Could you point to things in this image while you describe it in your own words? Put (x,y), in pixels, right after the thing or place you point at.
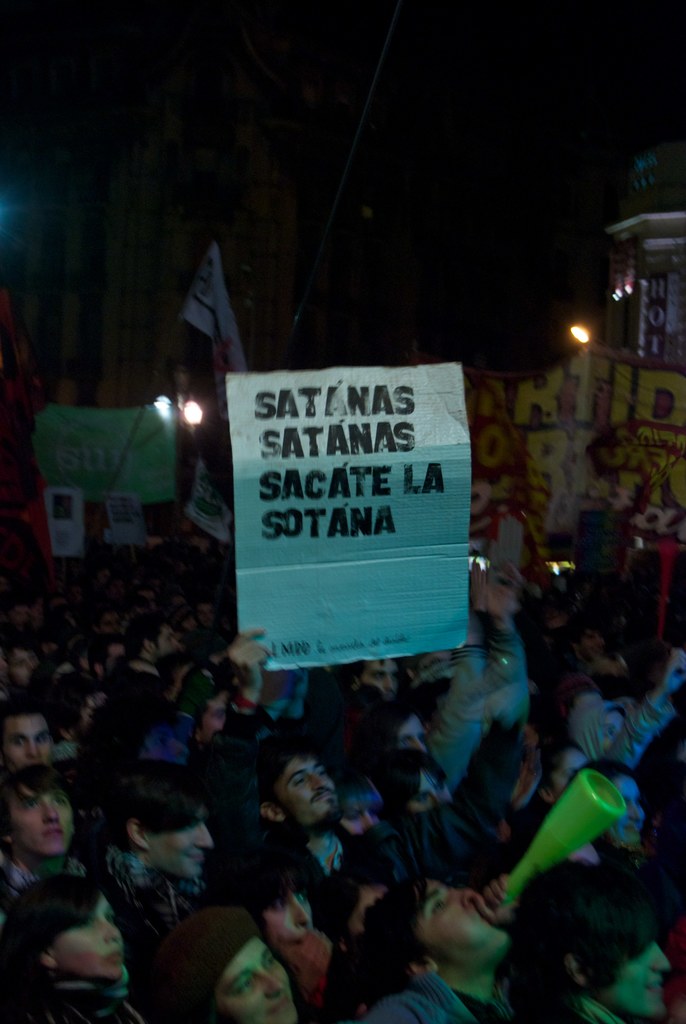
In this image we can see group of persons (317,731) standing and holding board (454,484). In the background (38,365) we can see persons (9,585), flag (198,321), lights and house (624,267).
